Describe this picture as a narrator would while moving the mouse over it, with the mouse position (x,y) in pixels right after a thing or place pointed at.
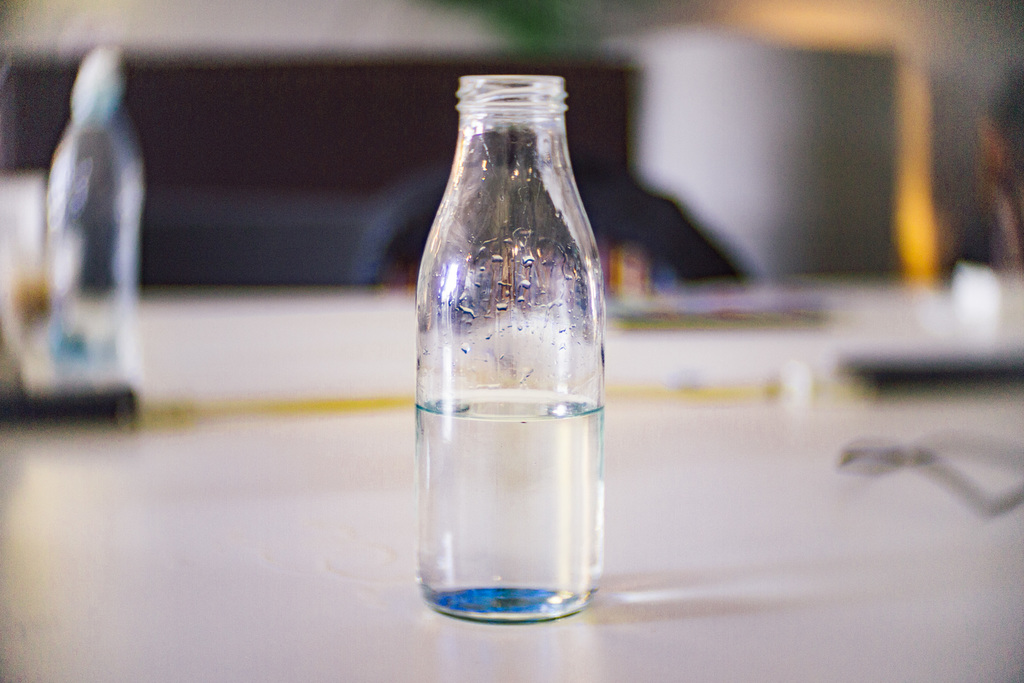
in this picture there is a glass bottle (504,425) which is filled with liquid (504,420). In the background (80,242) there is a another glass bottle (98,167) and this bottle (523,454) is placed on the table (741,536).
